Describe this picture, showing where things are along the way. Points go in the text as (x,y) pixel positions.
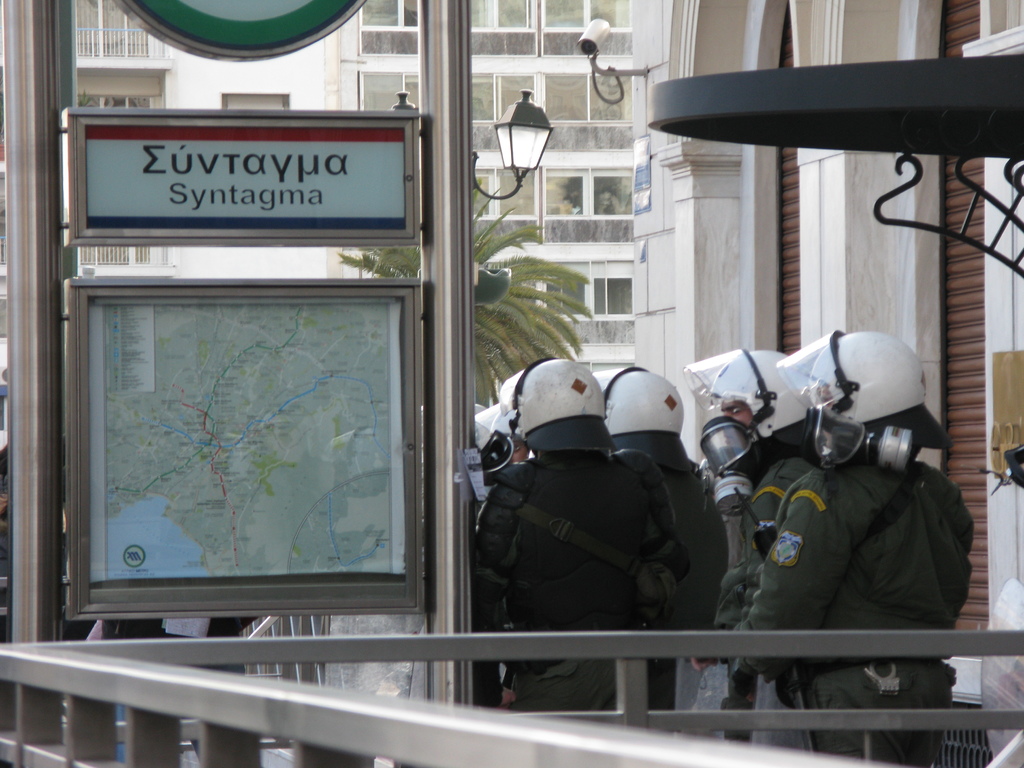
In this image there is a railing (310,714) and sign boards (188,326) with text (269,184), images (263,379), route maps (269,451) are attached to two poles (12,511), beside that there are a few people (510,480) standing and they wear helmets (582,429) on their heads (519,453). In the background (518,223) there are buildings (617,159) and a tree (498,309). On the building (593,123) there is a lamp (535,146) and CCTV camera (592,68).
